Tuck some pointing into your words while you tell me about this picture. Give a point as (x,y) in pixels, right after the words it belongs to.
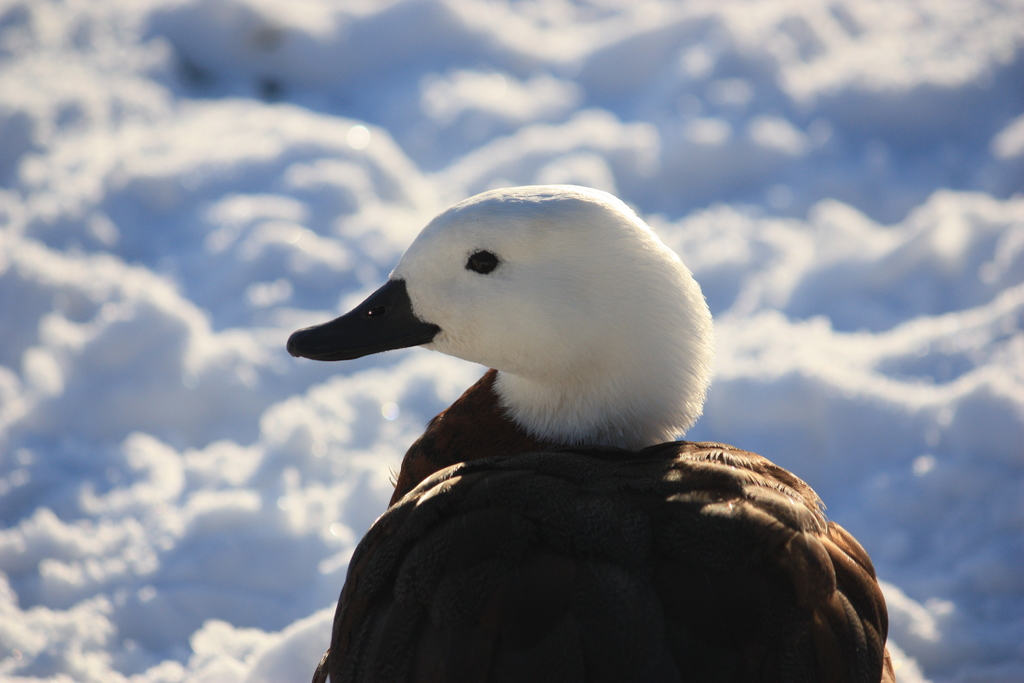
In this image I can see a bird (480,395). In the background (666,177) I can see the snow (251,293). The background of the image (202,292) is blurred.
